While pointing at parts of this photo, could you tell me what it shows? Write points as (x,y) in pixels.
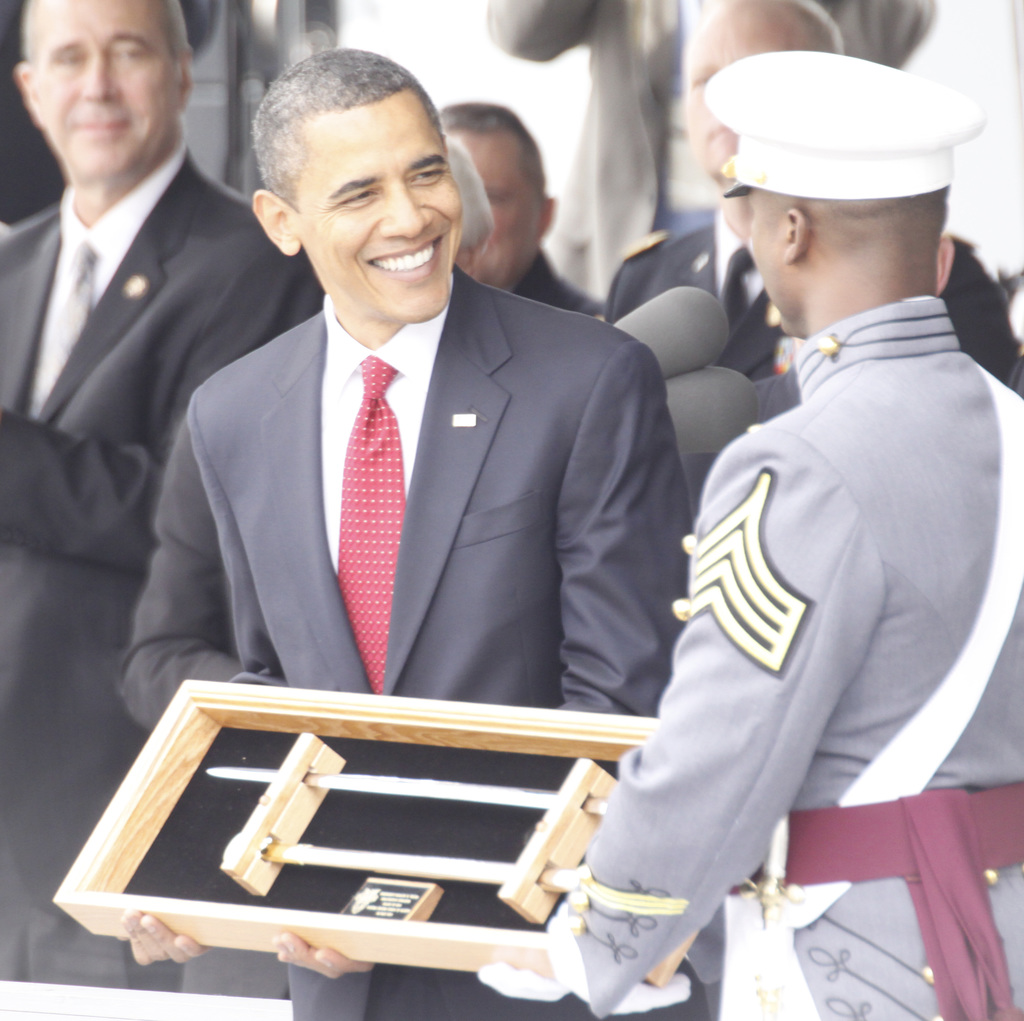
In this image there is a person (375,460) on the left side (310,553) who is presenting the wooden tray (310,741) to the officer (792,511) who is on the right side (846,591). In the background (131,162) there are few people (132,353) who are clapping their hands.
